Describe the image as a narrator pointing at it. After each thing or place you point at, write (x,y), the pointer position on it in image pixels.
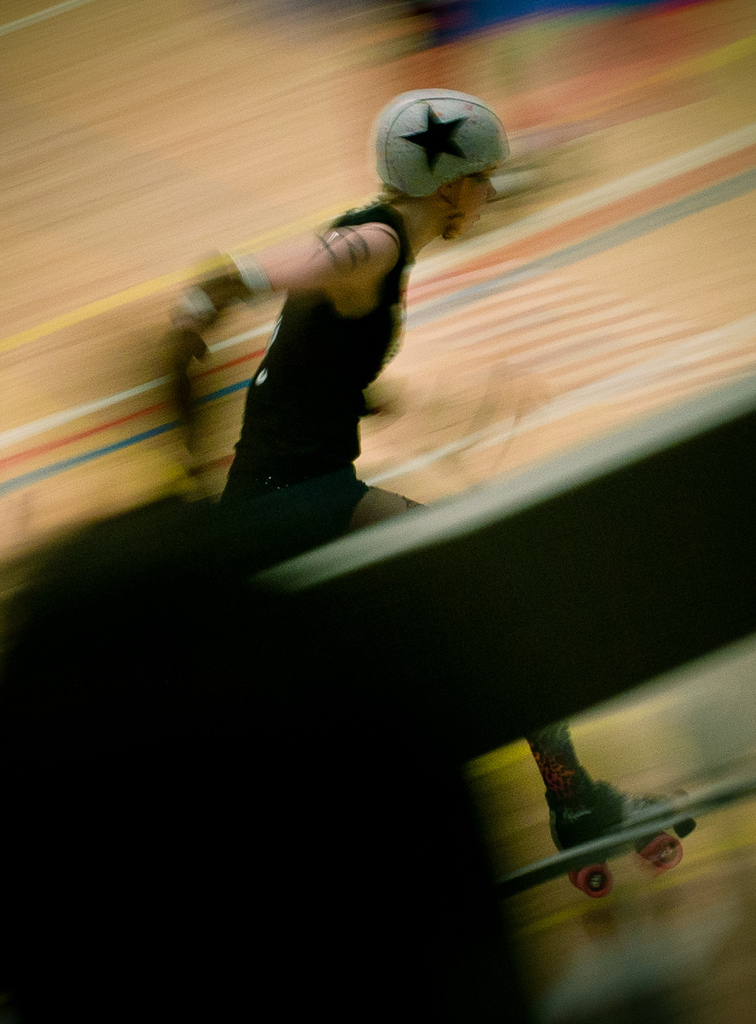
In this image, I can see a person (356,513) with a helmet (467,125) and skate shoe (573,792). There is a blurred background (77,409).
